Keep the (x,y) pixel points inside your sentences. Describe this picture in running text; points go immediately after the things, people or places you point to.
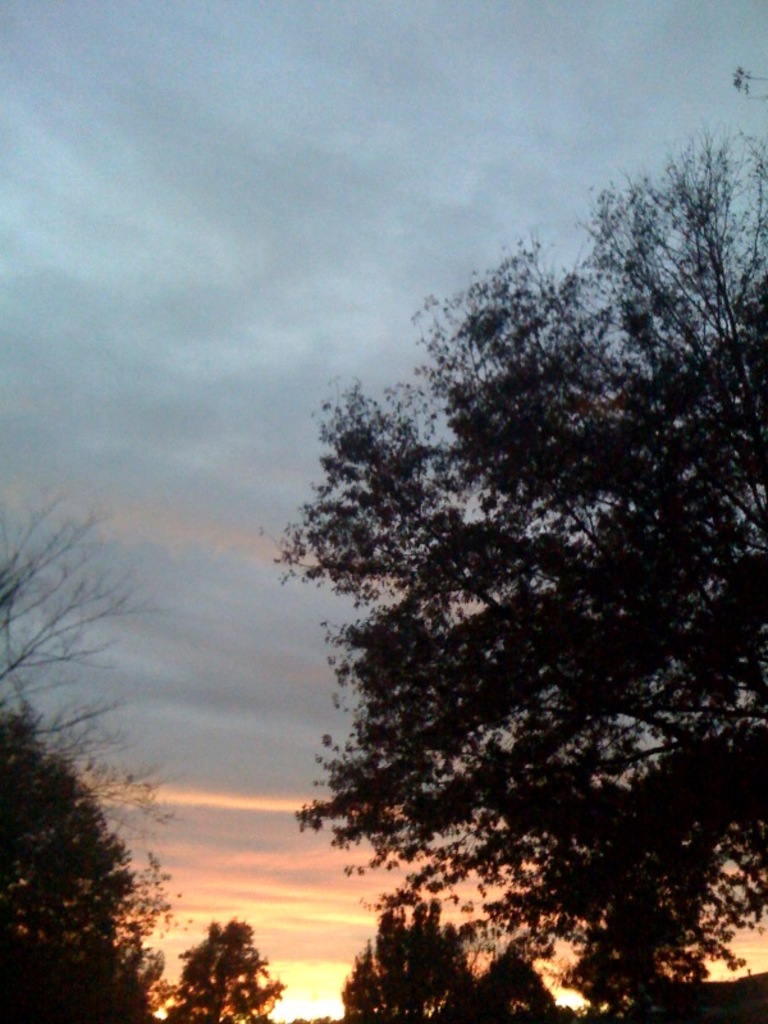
In this image I can see few trees (64,952). The sky (206,432) is in blue, black, orange and yellow color.
